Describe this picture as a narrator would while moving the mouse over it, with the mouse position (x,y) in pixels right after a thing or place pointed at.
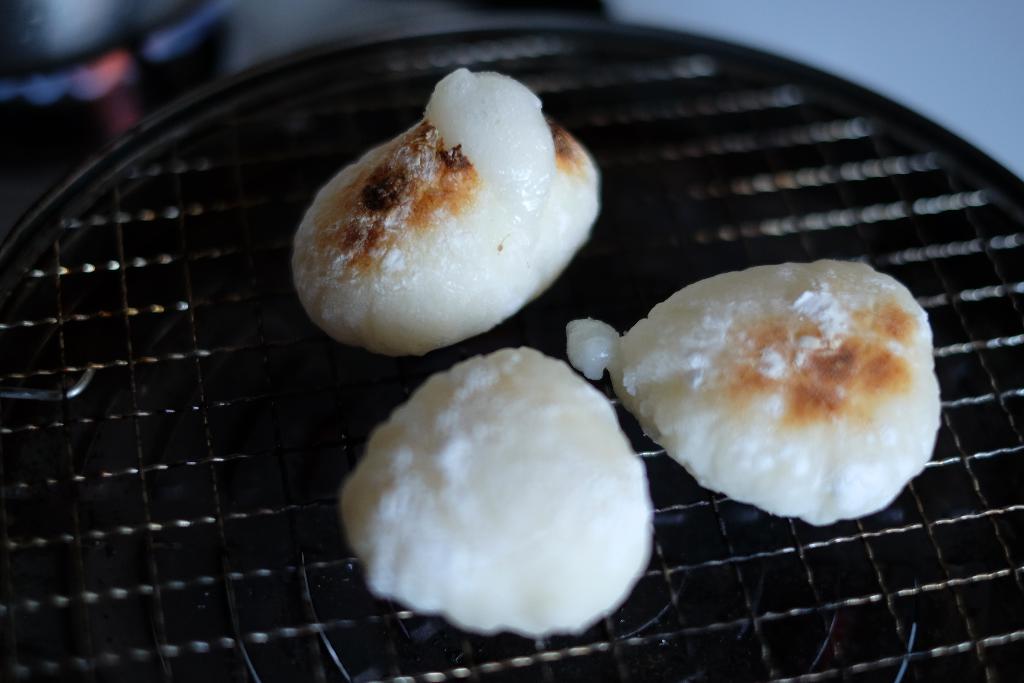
In this picture we can see food (577,224) on grill (172,287). In the background of the image (910,45) it is blurry.
